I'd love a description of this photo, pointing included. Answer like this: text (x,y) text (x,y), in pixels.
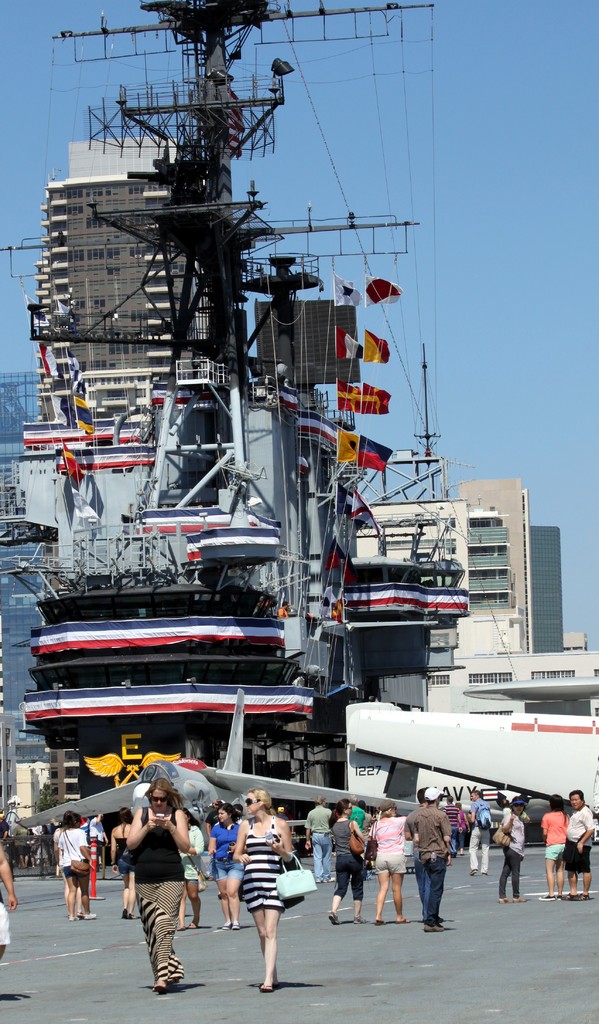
Here a beautiful woman (164,871) is walking, she wore a black color top (168,863) beside her there is another woman (277,902). behind them few other people (412,861) are also walking in the left side (34,333), there is a big structure (188,542) and this is a sunny sky (506,65).
